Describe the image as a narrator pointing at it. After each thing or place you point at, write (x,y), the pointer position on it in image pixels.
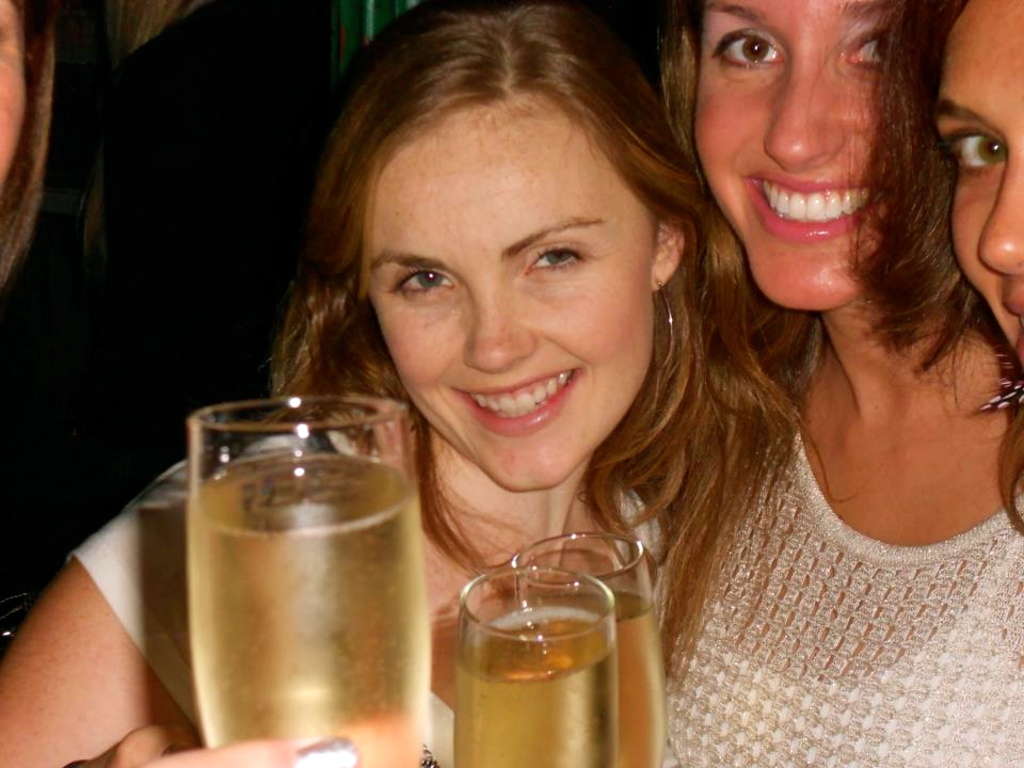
In this image I see 3 girls (638,381) in which these both of them are smiling and I see that both of them are wearing white color top (1022,630) and I see 3 glasses (399,562) over here and I see a person (26,111) over here and it is dark in the background (209,188).
